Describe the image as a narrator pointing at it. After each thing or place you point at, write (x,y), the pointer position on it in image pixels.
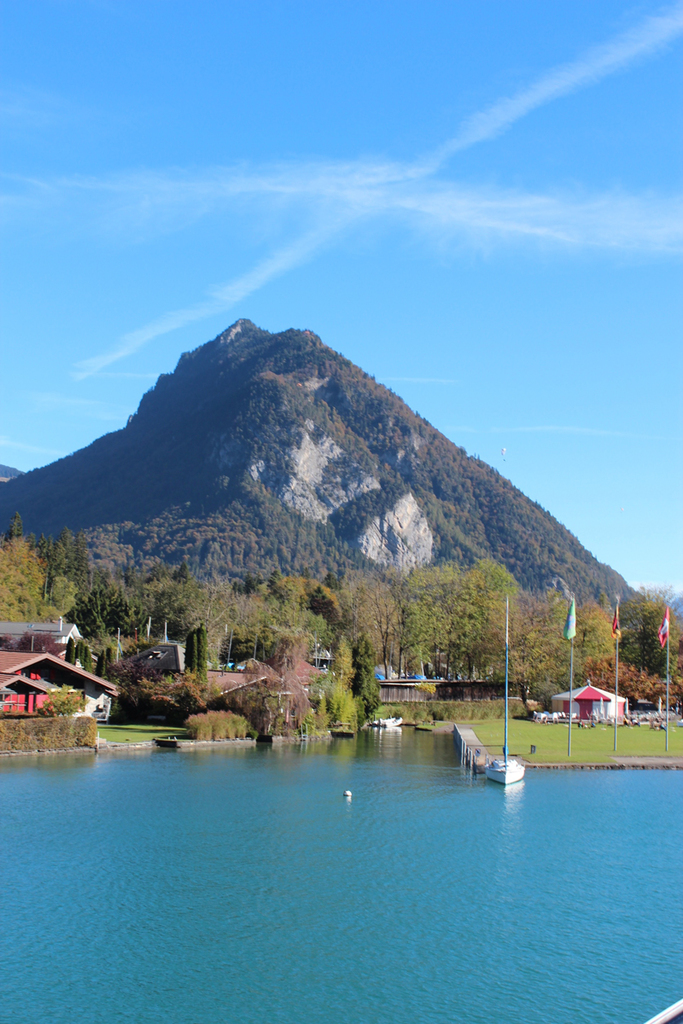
In this image we can see sky (298,315) with clouds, hills (343,494), trees (544,653), flags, flag posts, buildings (164,650) and water (334,861).
